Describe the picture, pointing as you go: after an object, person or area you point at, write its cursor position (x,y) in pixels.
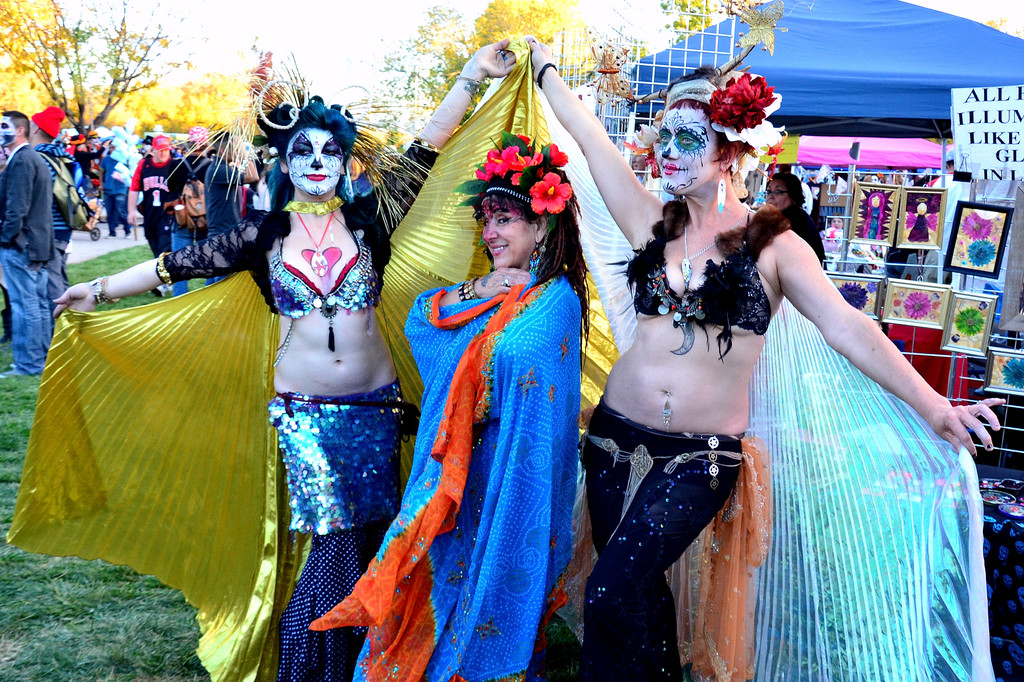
In this image we can see some group of persons (424,313) wearing different costumes (242,349) standing and in the background of the image (942,121) there are some stores (823,193) under tents (848,120), there are some trees (244,74) and clear sky (382,2).
